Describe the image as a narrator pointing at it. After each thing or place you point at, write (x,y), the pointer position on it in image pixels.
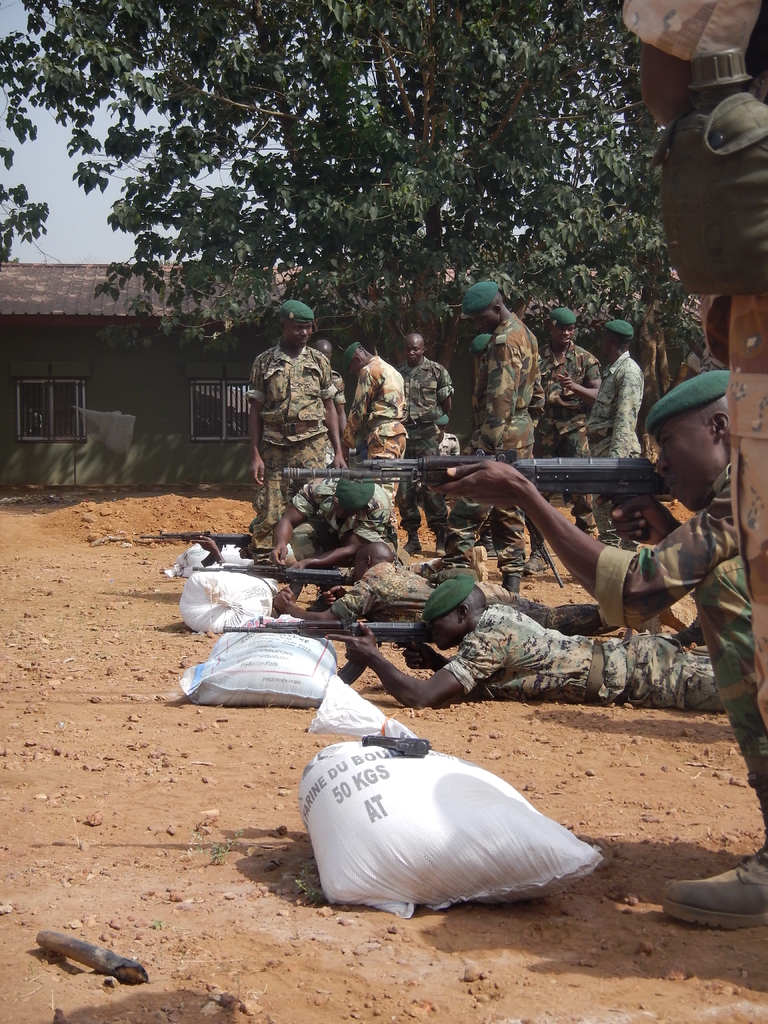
In this image I can see number of people (338,439) and I can see all of them are wearing uniforms (351,421) and most of them are wearing caps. I can see few of them are holding guns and here I can see few white colour bags (218,586). In the background (337,190) I can see a tree (215,283), a building (18,276) and the sky (51,212). On this bag (353,817) I can see something is written.
